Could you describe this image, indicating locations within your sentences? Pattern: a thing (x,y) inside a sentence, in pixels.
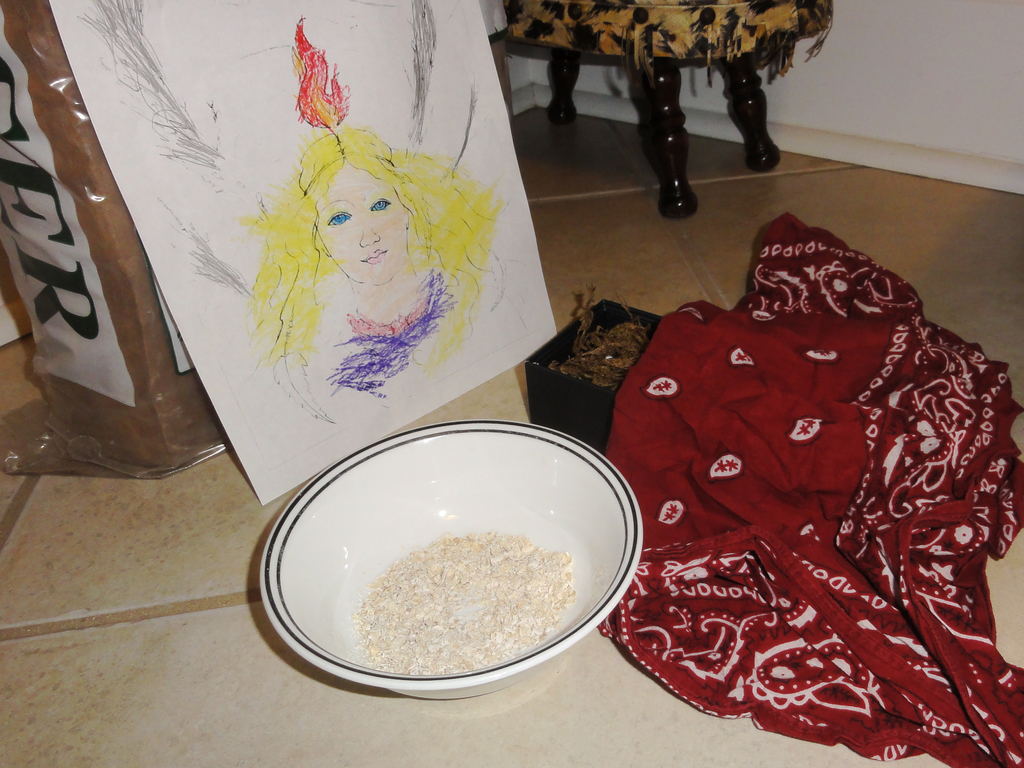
As we can see in the image there is white color wall (840,77), bandana (776,536) and drawing (317,327).
